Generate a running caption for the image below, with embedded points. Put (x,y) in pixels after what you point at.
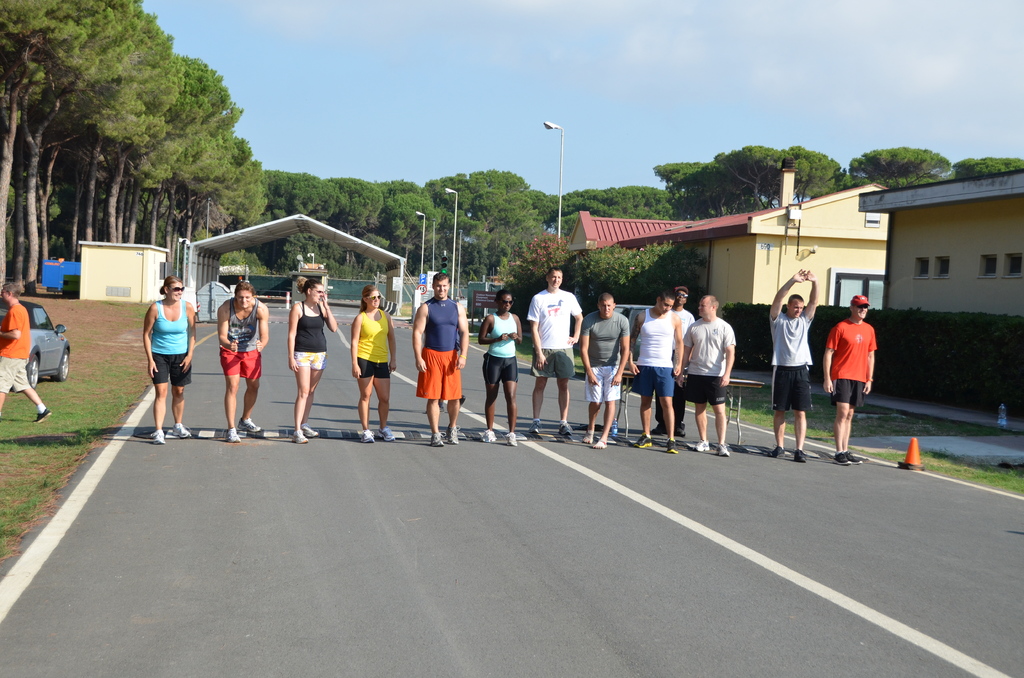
In this image there are people (365,408) standing on the road (564,495). Left side (24,394) there is a person (25,378) walking on the land (82,379) having some grass (60,391). There is a vehicle (47,363) on the grassland (87,399). There are street lights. Right side (996,376) there are plants (987,349). Background (278,199) there are buildings (745,238) and trees (687,169). Top of the image (544,31) there is sky (651,97).
